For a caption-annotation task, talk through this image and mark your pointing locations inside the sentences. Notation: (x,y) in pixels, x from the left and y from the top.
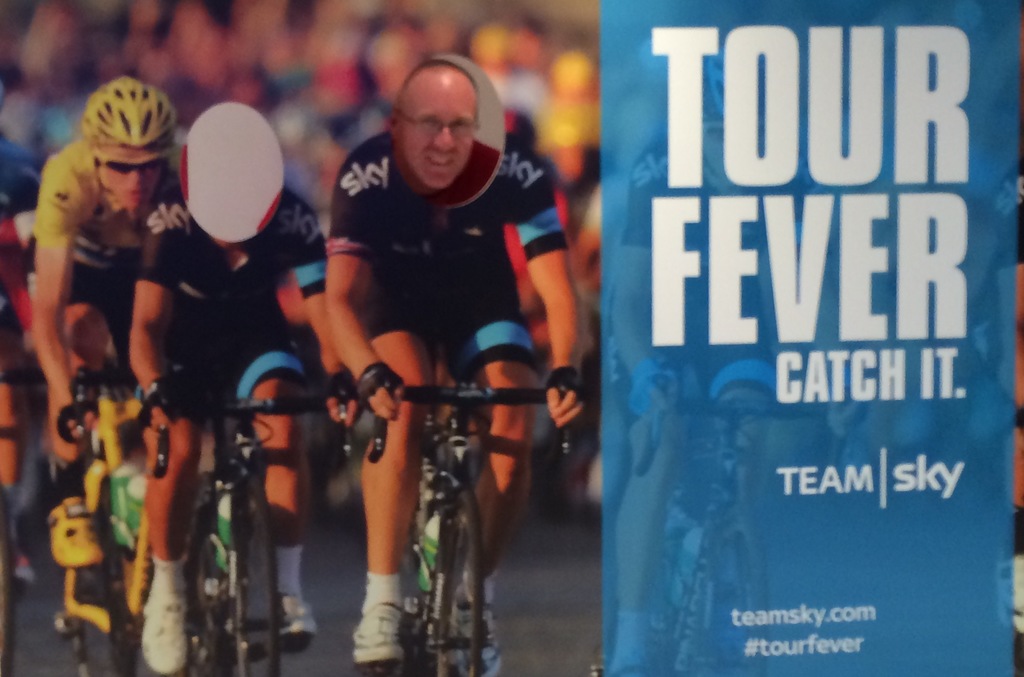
In this image we can see person (515,214), cycles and text (853,252).
